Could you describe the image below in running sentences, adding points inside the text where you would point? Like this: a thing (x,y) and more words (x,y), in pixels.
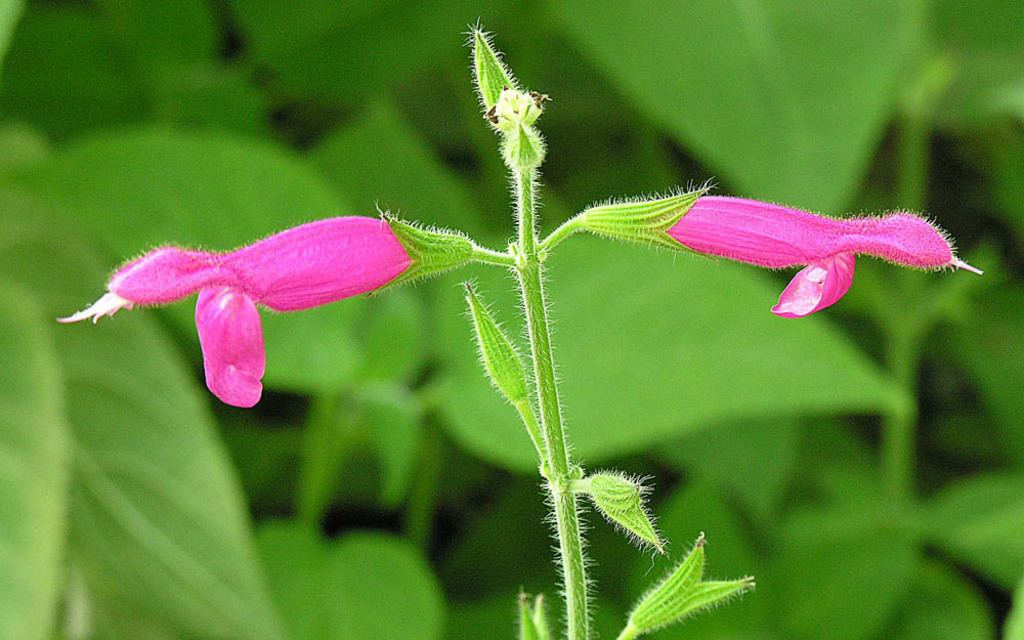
In the foreground of the picture (503,341) there are flowers (416,256), buds (514,134) and stem (532,344) of a plant (501,356). In the background (182,110) there is greenery (405,461). The background (154,608) is blurred.
